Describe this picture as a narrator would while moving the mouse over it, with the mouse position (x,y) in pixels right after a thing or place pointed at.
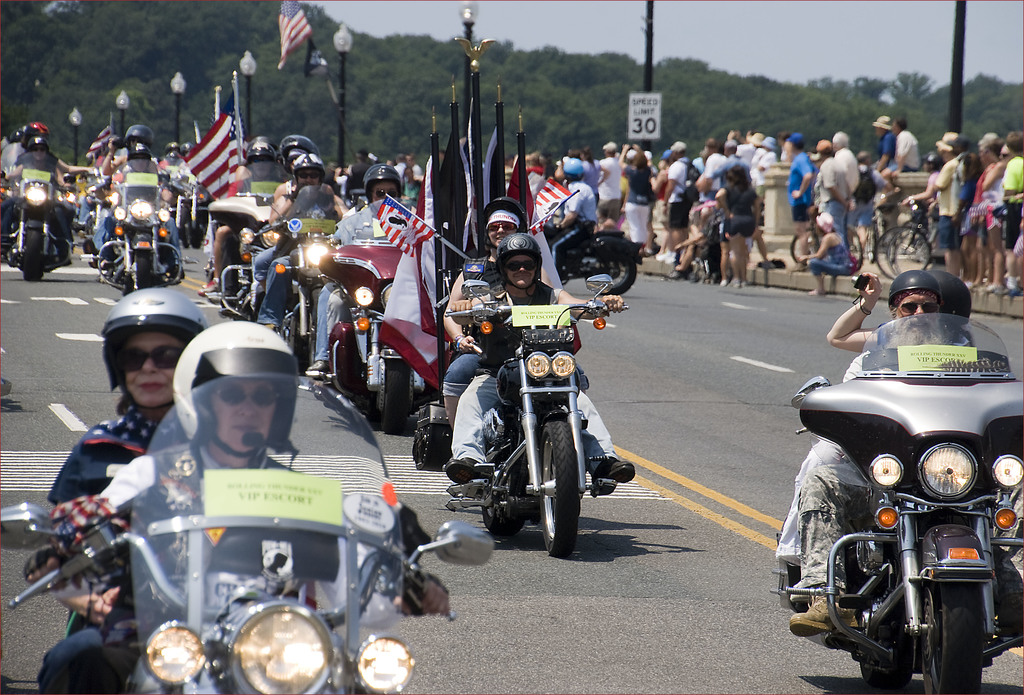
In this picture I can see there are few people (499,217) riding the motorcycles (341,378) and there are flags (465,178) attached to the bikes (883,617) and there are a group of people (810,169) standing on right side (808,157). There are trees (812,102) in the backdrop (365,134).
